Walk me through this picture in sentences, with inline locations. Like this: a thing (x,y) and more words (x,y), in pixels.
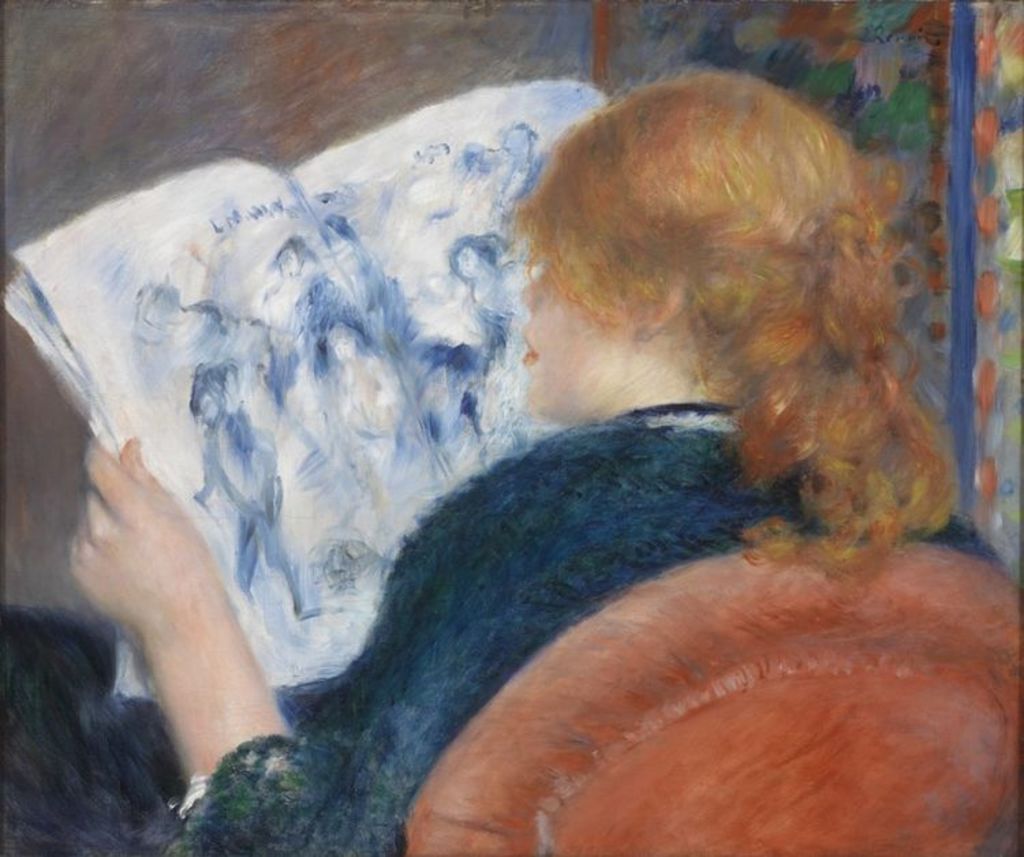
In this picture we can see a painting (926,325), in this painting (889,255) we can see a person (670,468) is sitting on a chair (689,690) and holding a book (417,328).
